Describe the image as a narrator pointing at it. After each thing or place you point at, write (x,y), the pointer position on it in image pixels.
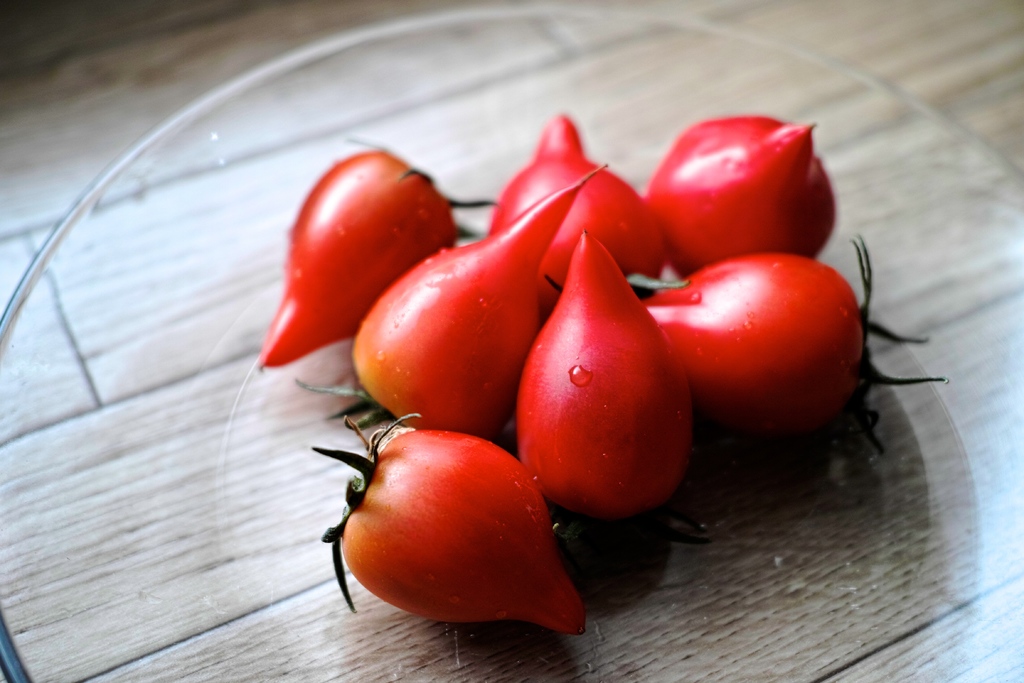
There are tomatoes (465,334) on a glass plate (494,175). And the glass plate (432,160) is on a surface (168,42).
